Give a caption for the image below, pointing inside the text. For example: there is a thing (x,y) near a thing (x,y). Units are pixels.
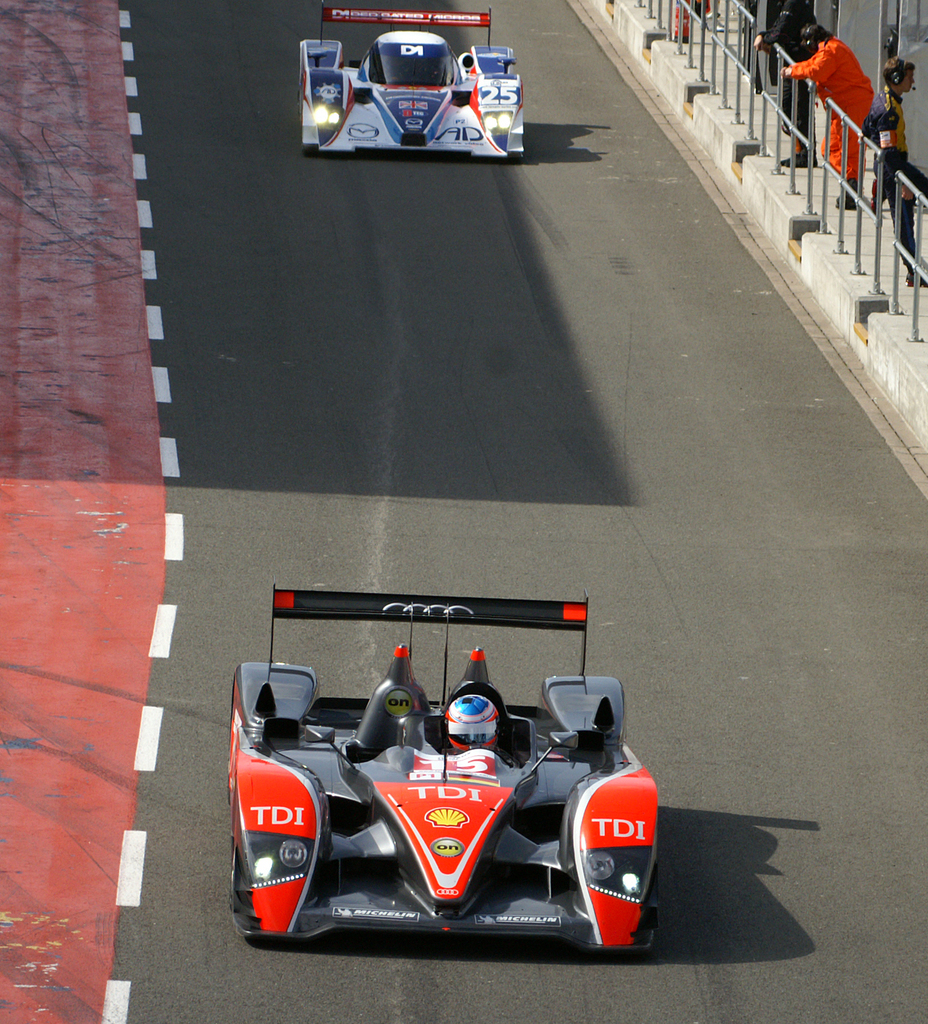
In this picture we can see two cars (474,881) on the road (527,953), there is a person (467,737) in this car (498,704), on the right side (895,216) there are three persons (791,67) and railing (755,67).
